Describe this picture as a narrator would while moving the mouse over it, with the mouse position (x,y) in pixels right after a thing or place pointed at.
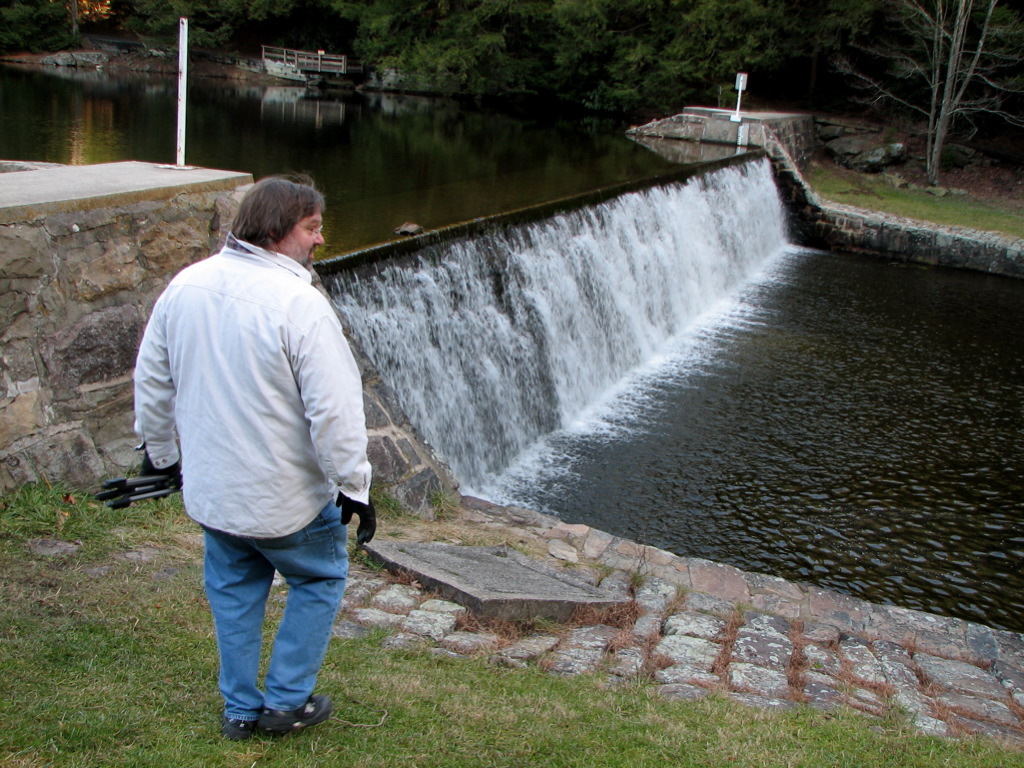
In this image we can see a person (266,496) is standing on the grass (331,729) on the ground (384,725) and holding an object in the hand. In the background (254,155) we can see water (254,171), railing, poles (185,86) on the platform (234,176) and trees (819,6).
